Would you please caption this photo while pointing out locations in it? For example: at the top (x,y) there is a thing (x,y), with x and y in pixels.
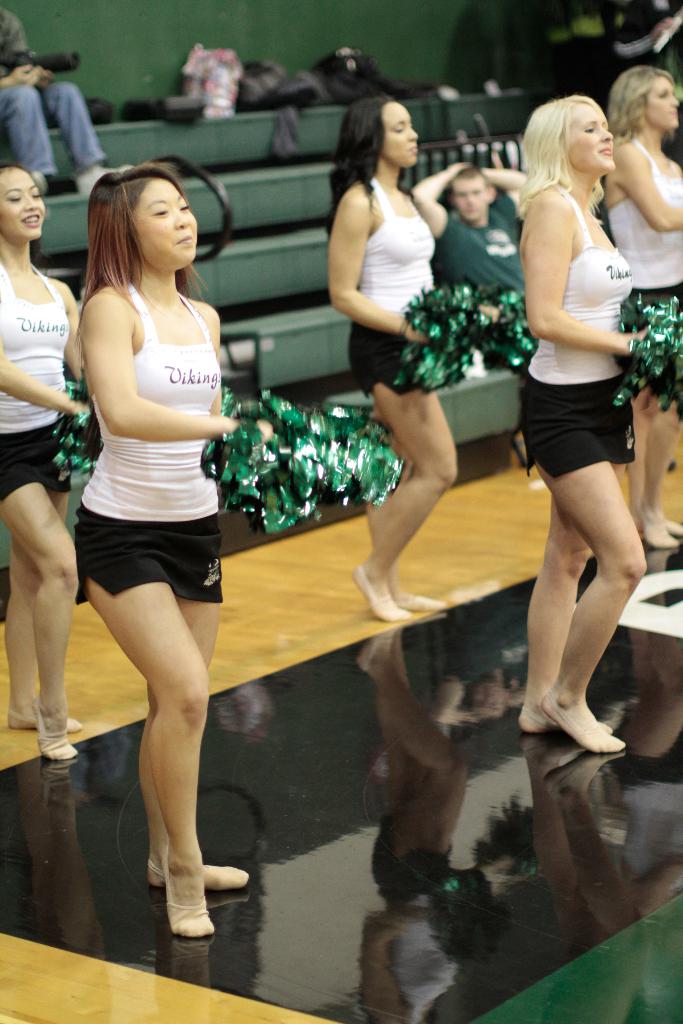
This image consists of some ladies (45,354), who are dancing. There are stairs (301,309) back side. There are some persons (31,80) sitting on stairs (294,376).
